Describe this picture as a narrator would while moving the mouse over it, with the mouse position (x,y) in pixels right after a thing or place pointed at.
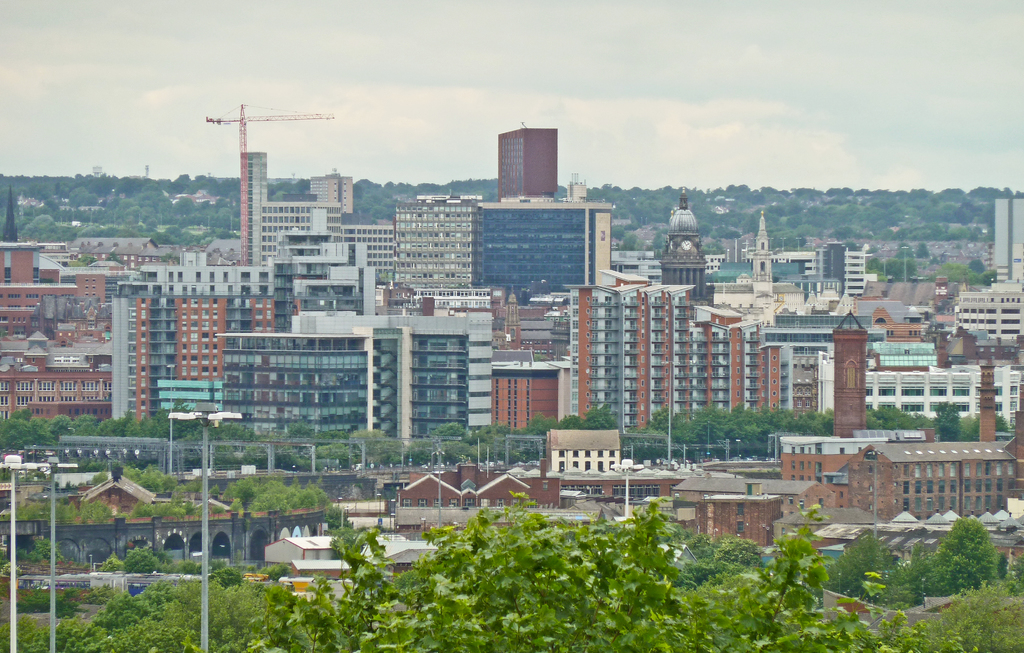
This image consists of plants (630,554), trees (621,566), light poles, wall fence (82,534), vehicles (305,583) on the road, houses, buildings (298,294), towers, grass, minarets (863,424), windows (555,252) and the sky (910,140). This image is taken may be during a day.
